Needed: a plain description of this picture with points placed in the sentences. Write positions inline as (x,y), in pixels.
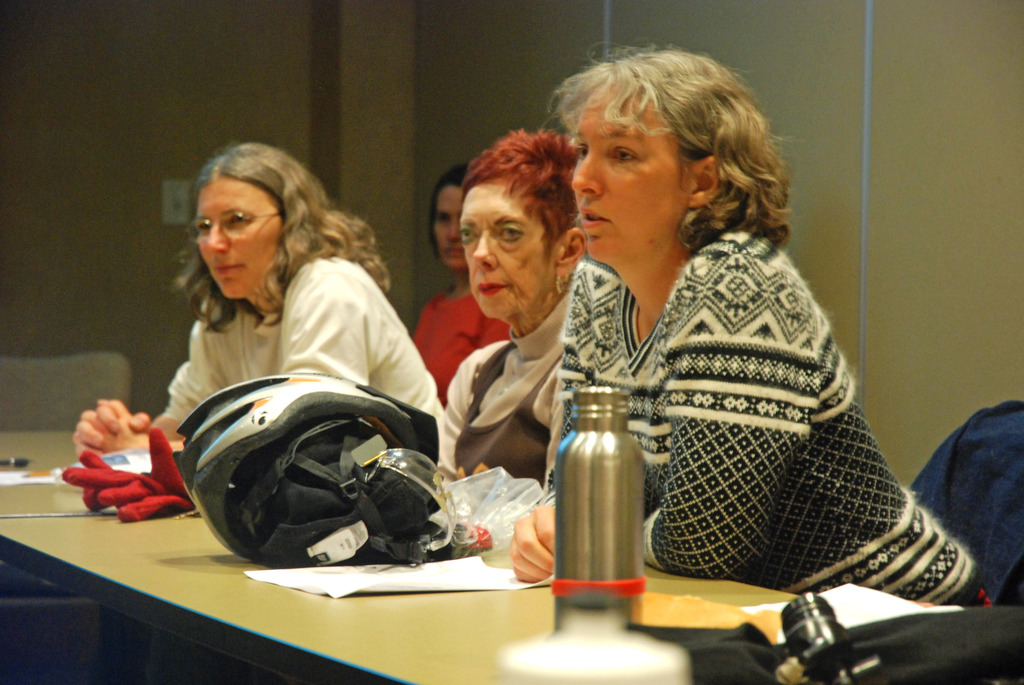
In this image there are four women (591,365) sitting on chairs (33,411), in front of them there is a table (256,594), on that table (490,658) there is a bottle (562,603) a helmet (255,481) and papers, in the background (844,40) there is a wall (325,65).
